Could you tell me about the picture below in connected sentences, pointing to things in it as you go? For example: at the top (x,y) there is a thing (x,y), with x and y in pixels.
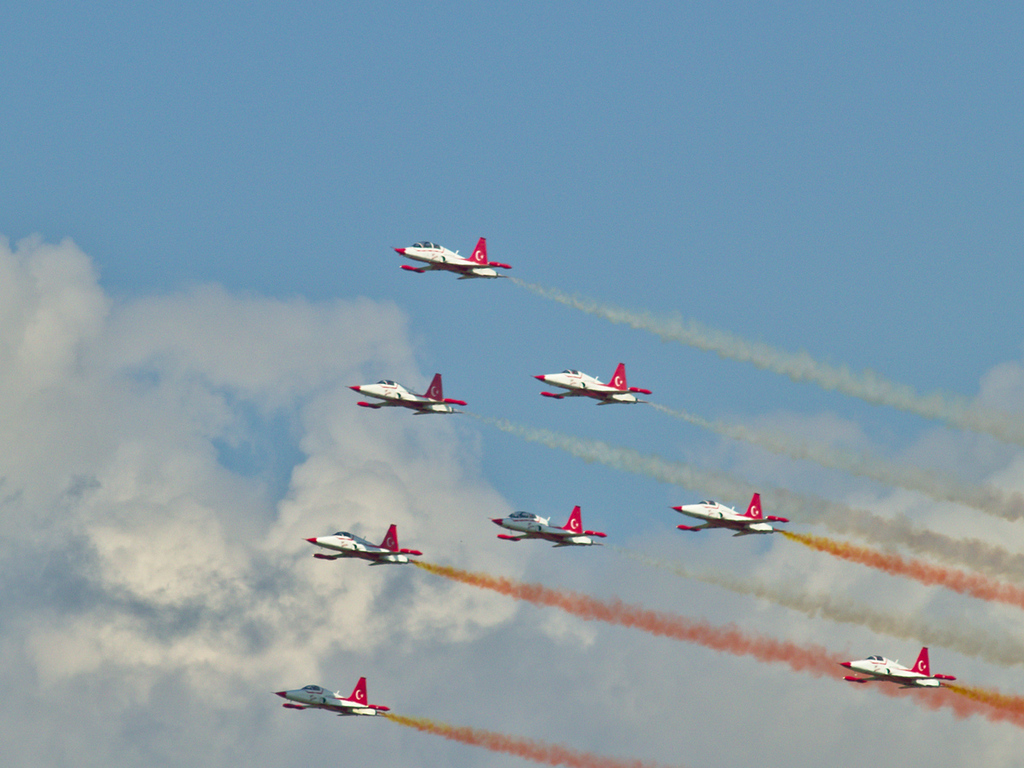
There are white color aircraft (353,706), emitting smoke (901,696) and flying in the air (495,599). In the background (323,612), there are clouds (136,350) in the blue sky (237,191).
